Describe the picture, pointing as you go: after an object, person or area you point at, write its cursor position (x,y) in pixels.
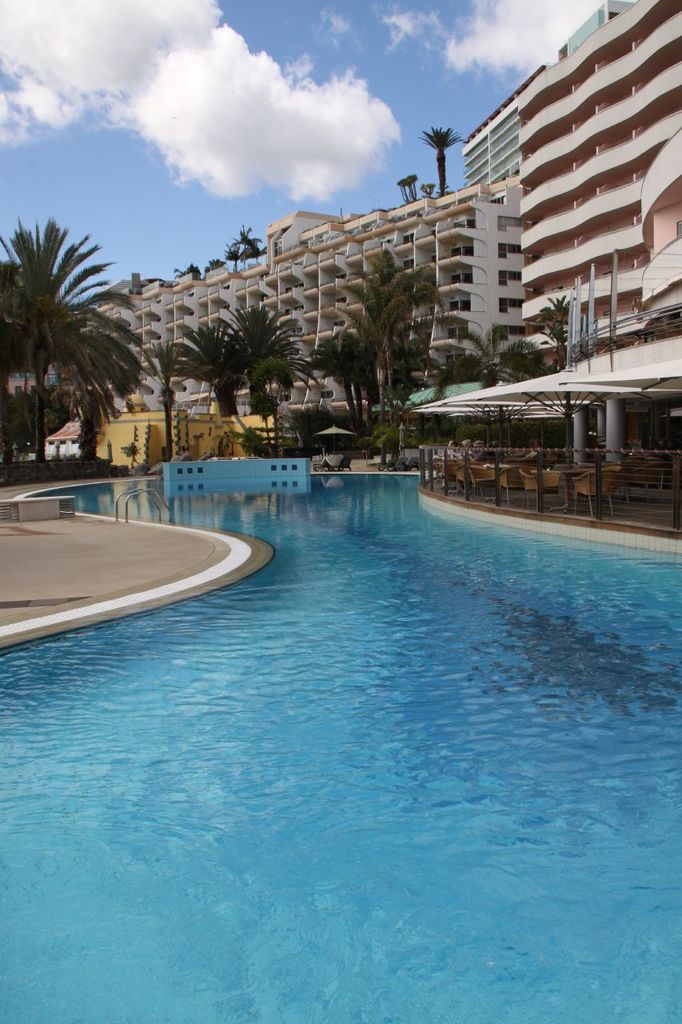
In this image we can see water (525,593) in the swimming pool (370,589) and we can see trees (462,382), poles (577,305), chairs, tents (476,414), buildings (627,197) and clouds (279,91) in the sky (267,36).
